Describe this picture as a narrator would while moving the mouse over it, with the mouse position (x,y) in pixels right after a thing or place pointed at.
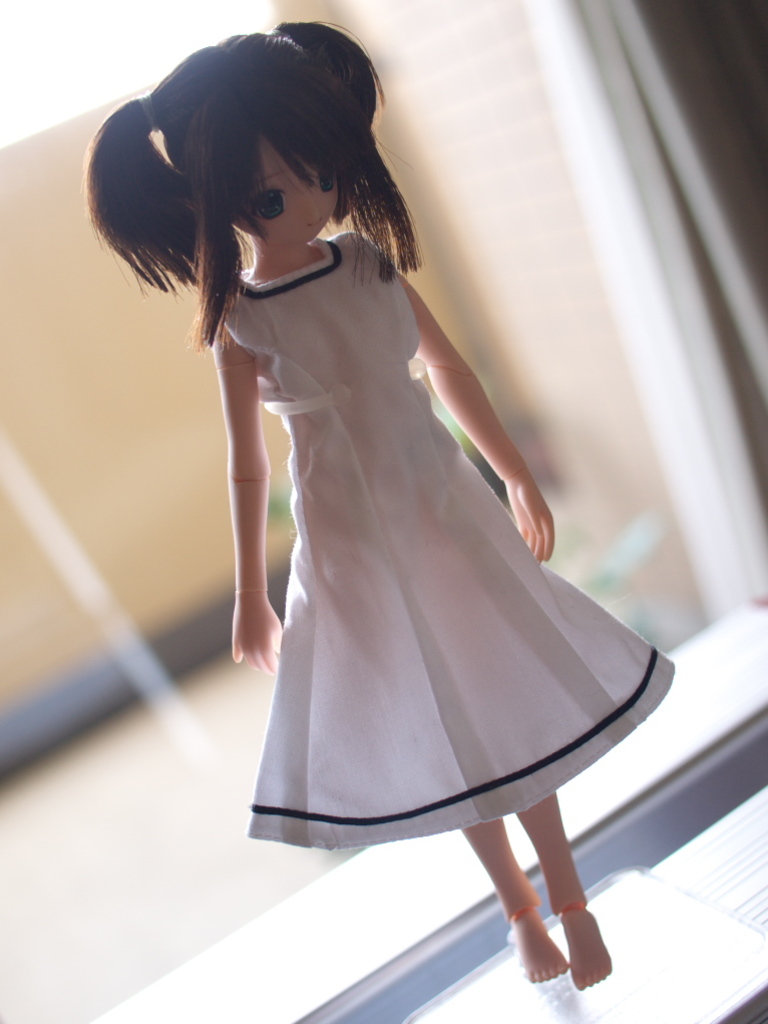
In this image I can see a doll (322,289) and I can see this doll (304,349) is wearing white colour dress (431,448). I can also see this image is little bit blurry in the background (193,646).
